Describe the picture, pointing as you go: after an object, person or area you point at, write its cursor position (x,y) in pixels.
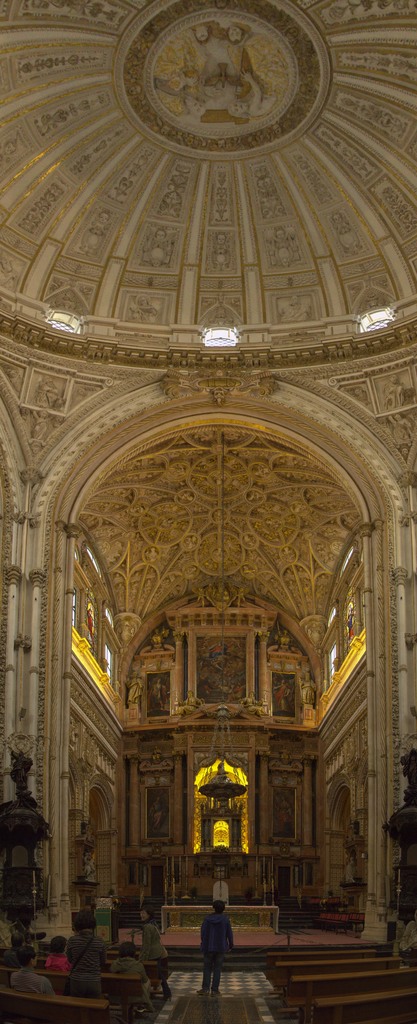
This is the inside picture of the church (217,615). In this image there are people (136,968) sitting on the benches (134,982). In the center of the image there is a person (216,993) standing on the mat (227,1003). There is a statue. There are carvings (224,474) on the wall (49,412). On top of the image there are lights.
